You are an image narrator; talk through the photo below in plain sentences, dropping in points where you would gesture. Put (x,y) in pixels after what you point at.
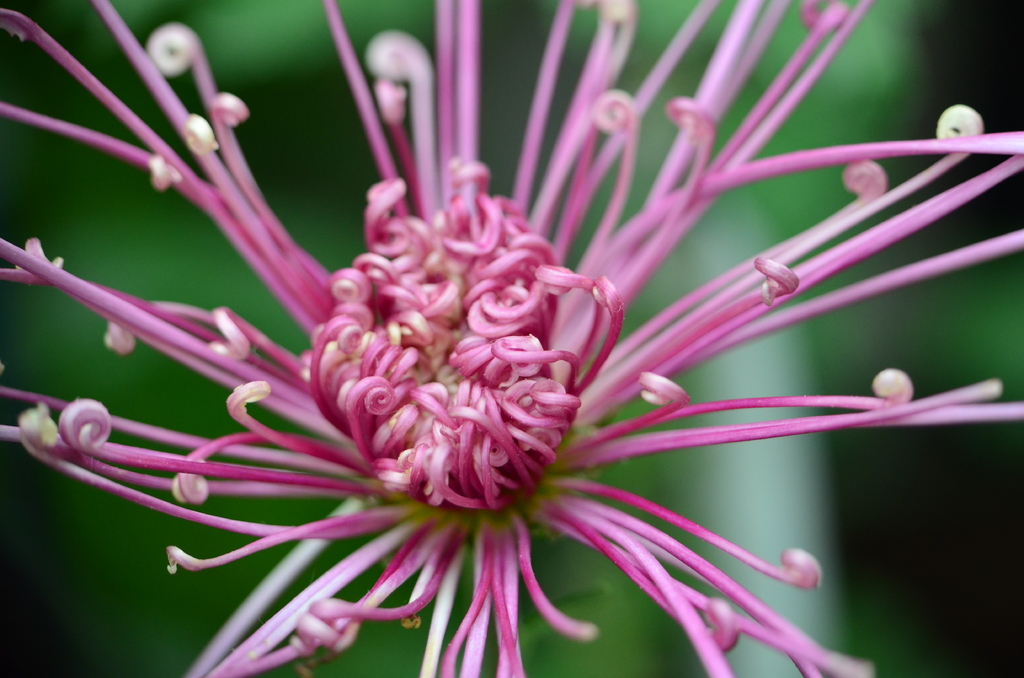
In this picture we can see a flower (576,339). In the background of the image (181,246) it is blurry.
